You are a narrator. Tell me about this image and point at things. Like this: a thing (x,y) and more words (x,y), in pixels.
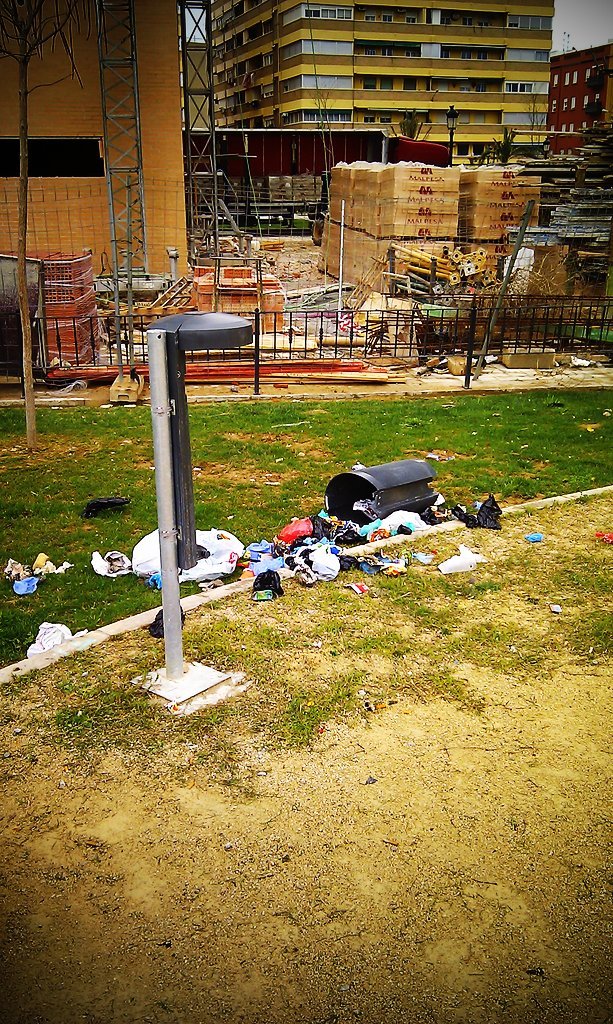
In the foreground of the image (198,635) we can see a pole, some trash (339,542) and container (383,483) placed on the grass field (391,593). In the center of the image (212,358) we can see the fence (561,308), a group of objects (276,295), poles (413,278) placed on the ground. In the background (594,115), we can see a tree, group of metal framed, buildings (375,90) with windows (219,90) and the sky (578,36).
